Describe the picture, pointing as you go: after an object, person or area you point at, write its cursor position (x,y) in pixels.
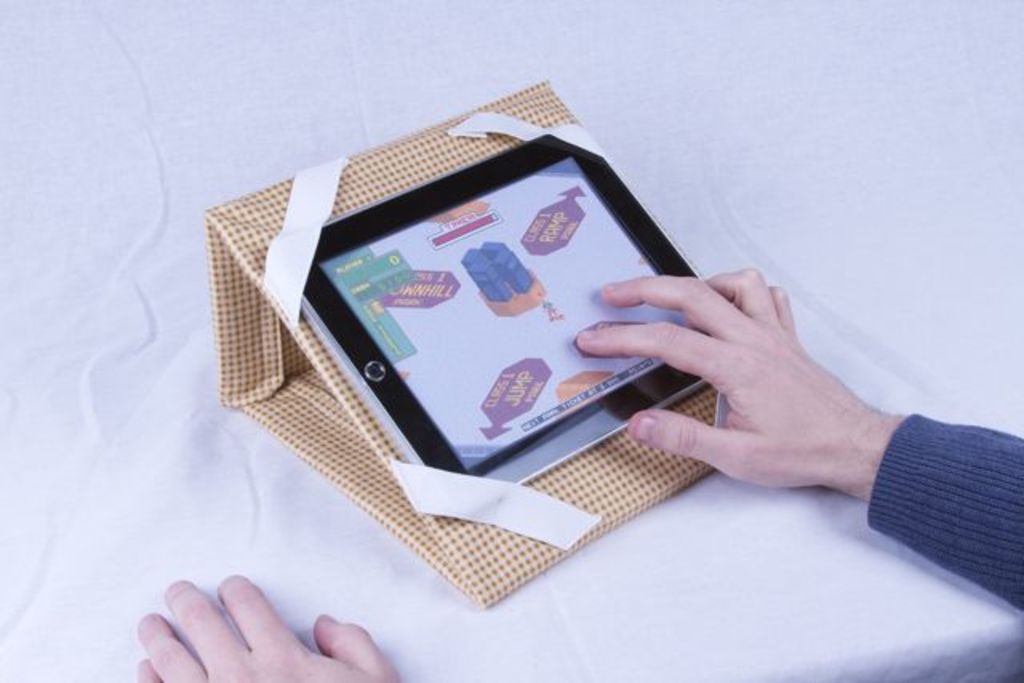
In the image there is an object (324,241) kept on a white surface (825,172) and there are two hands (823,415) of a person (817,385) visible in the image, the first hand (620,336) is placed on the object (566,345).
